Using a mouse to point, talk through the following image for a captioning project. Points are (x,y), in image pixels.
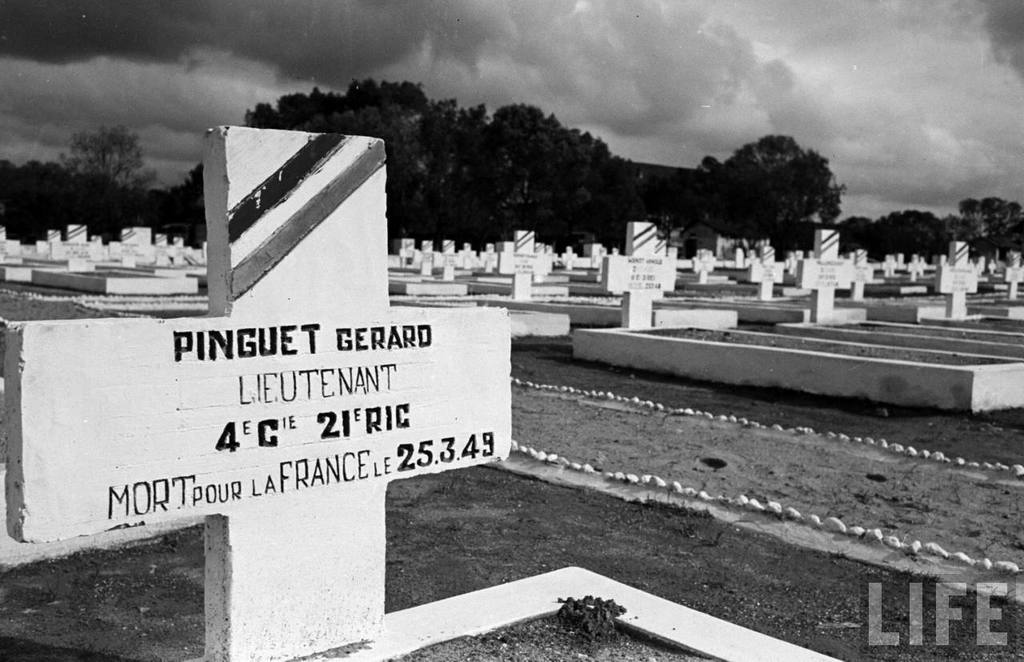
This picture is in black and white. This picture, we see graves (423,405) or headstones (132,257). There are trees (459,176) in the background (476,183). At the top of the picture (611,58), we see the sky (579,73) and the clouds (394,38). This picture is clicked in the graveyard (472,482).
